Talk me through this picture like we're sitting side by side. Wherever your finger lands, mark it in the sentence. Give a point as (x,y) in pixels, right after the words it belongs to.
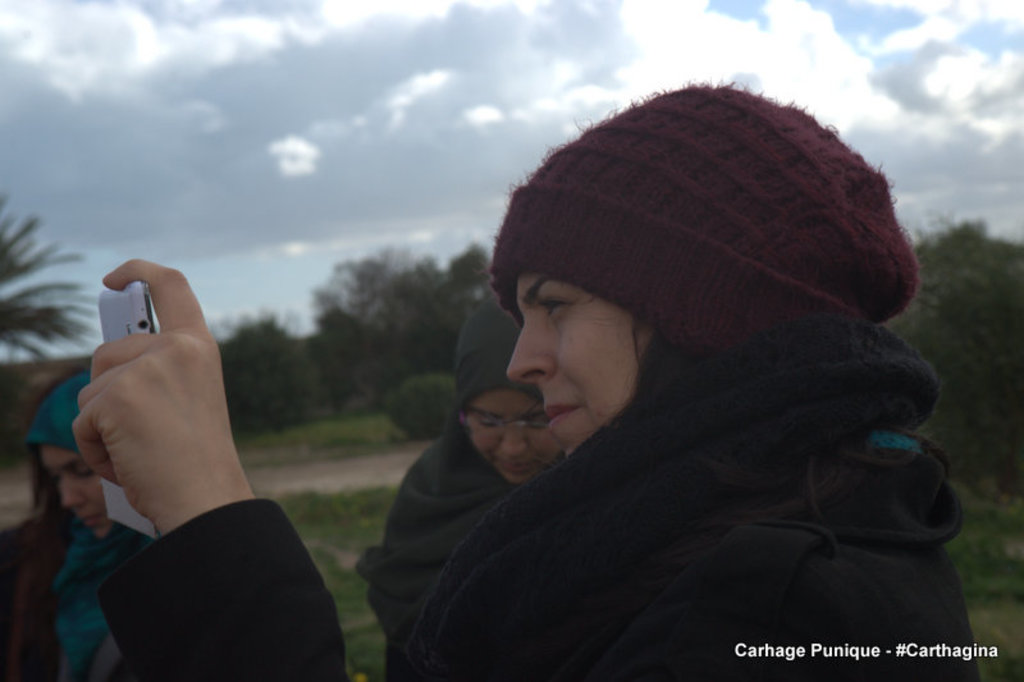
In this picture we can see three persons (505,381) in front (586,201) woman (639,434) wore cap (801,242), scarf (516,571), jacket (701,600) and holding mobile (116,326) in her hand (149,424) and other woman (451,467) standing beside to this woman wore spectacle (529,429) and here we can see one more woman (98,562) and in background (280,355) we can see grass (354,421), trees (303,414), sky (124,135) so cloudy.
